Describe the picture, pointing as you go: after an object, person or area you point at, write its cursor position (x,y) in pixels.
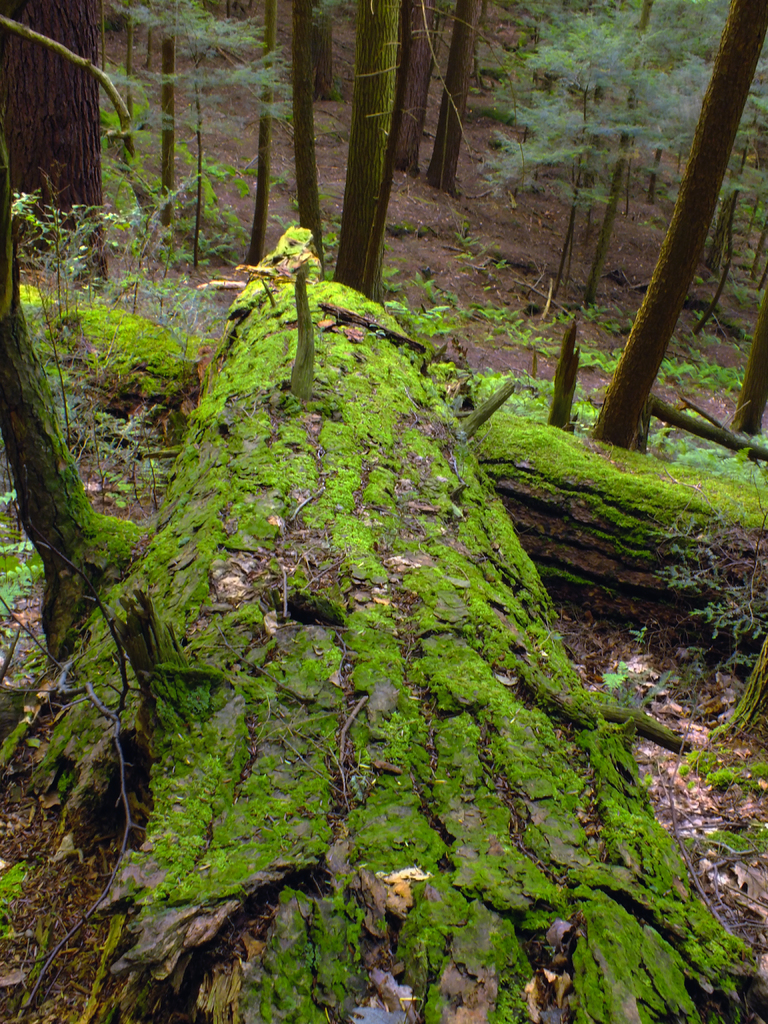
In this picture, we can see the ground (709,729) with some trees (754,408) and plants (200,254).
